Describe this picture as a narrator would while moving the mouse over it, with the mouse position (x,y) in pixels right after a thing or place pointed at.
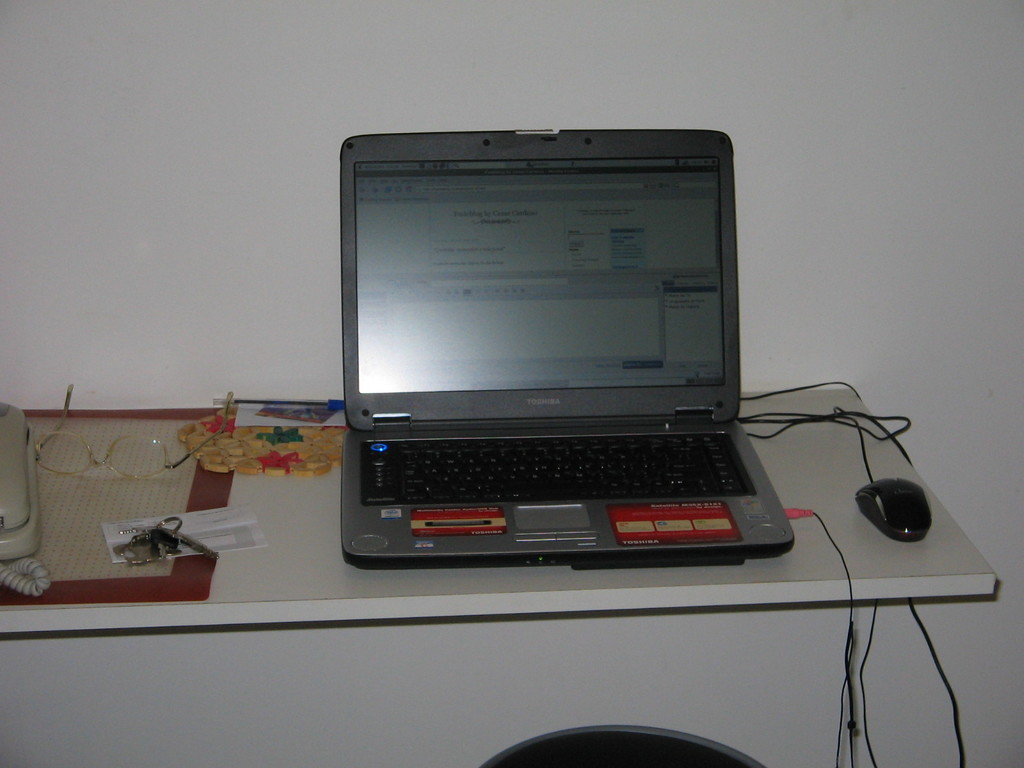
In this image, there is a shelf (888,586). On the shelf (108,619), we can see a laptop (584,491), mouse (878,507), glasses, papers (240,526), mat (67,558), telephone (34,517) and few objects (329,414). We can see a few wires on the shelf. In the background (156,261), there is a wall (235,214). We can see a black color object (600,743) at the bottom of the image (577,758).
